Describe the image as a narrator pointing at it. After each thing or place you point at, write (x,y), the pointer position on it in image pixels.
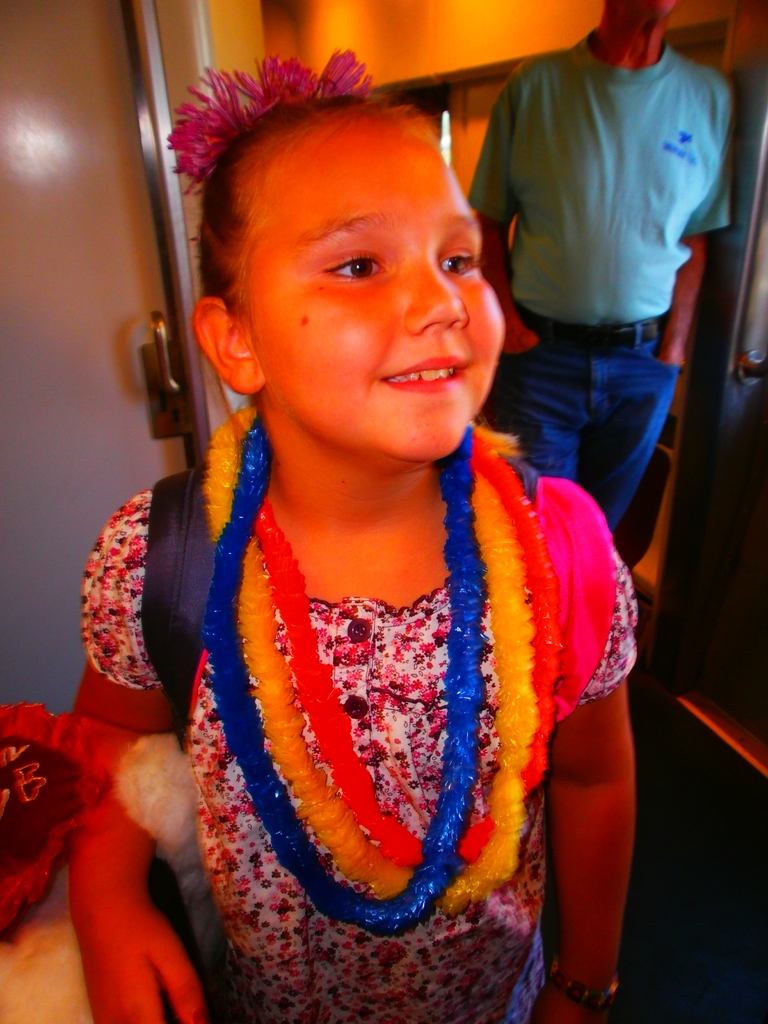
In this picture there is a girl (421,971) standing and wearing garlands (498,477), beside this girl (409,371) we can see objects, behind this girl (508,454) there is a person (534,456) standing and we can see a door (57,165) and wall (302,49).
